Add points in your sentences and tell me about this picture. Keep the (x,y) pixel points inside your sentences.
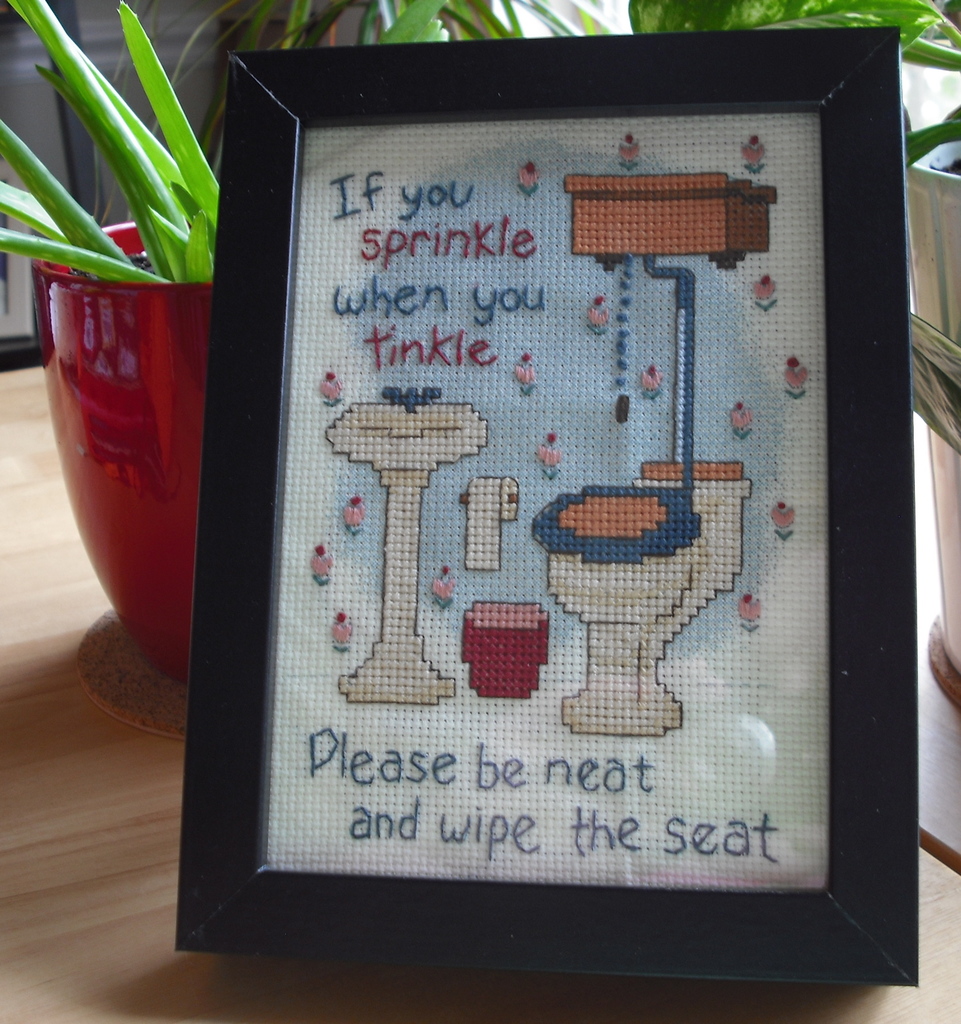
In this image I can see flower pots (103,296), a photo frame (244,485) on which something (502,773) written on it. These objects (334,587) are on a wooden surface (84,774).
